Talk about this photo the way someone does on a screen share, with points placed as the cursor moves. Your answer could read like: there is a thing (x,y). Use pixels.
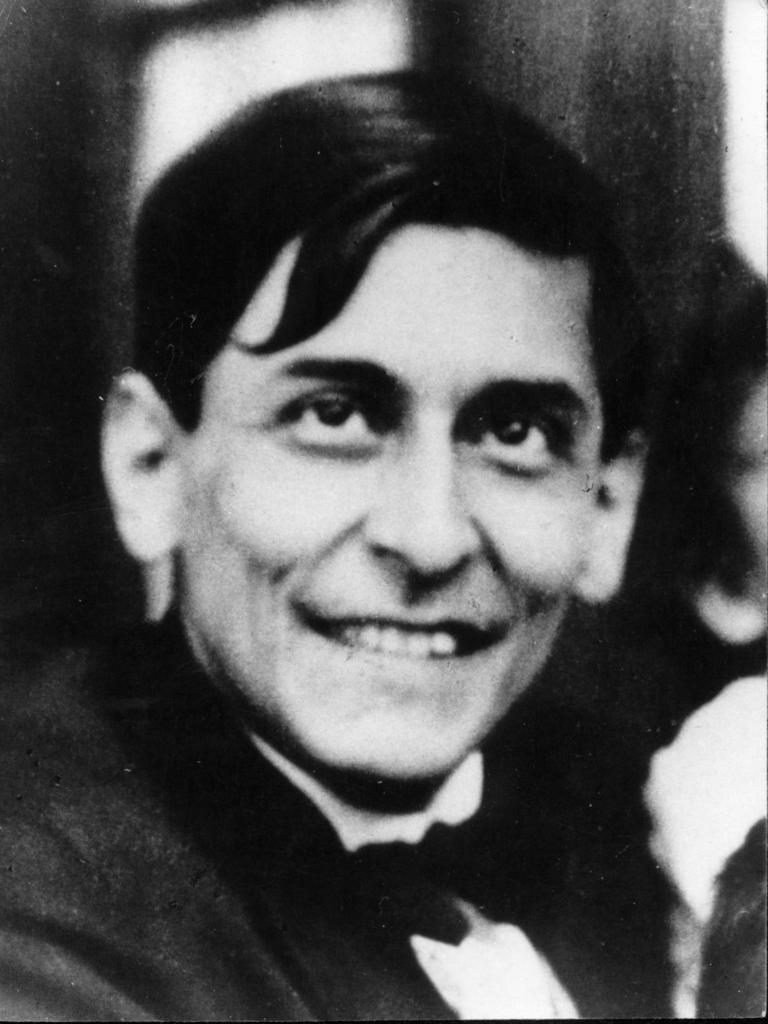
This is a black and white image and in this picture we can see a man (306,764) smiling.
